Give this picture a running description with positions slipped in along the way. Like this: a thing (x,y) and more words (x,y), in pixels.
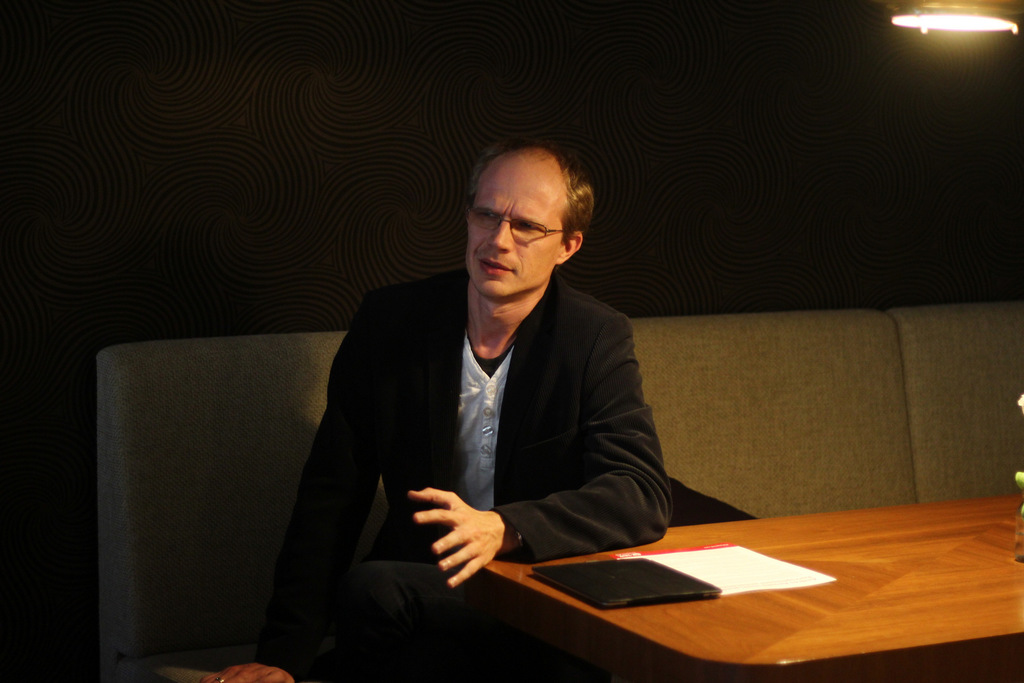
A man (488,391) with black jacket (517,413) is sitting on the sofa (229,594). In front of him there is a table (816,587). On the table (779,592) there is a black color object (642,577) and a white paper (733,578) on it. And to the top corner (950,21) there is a light (959,20).
